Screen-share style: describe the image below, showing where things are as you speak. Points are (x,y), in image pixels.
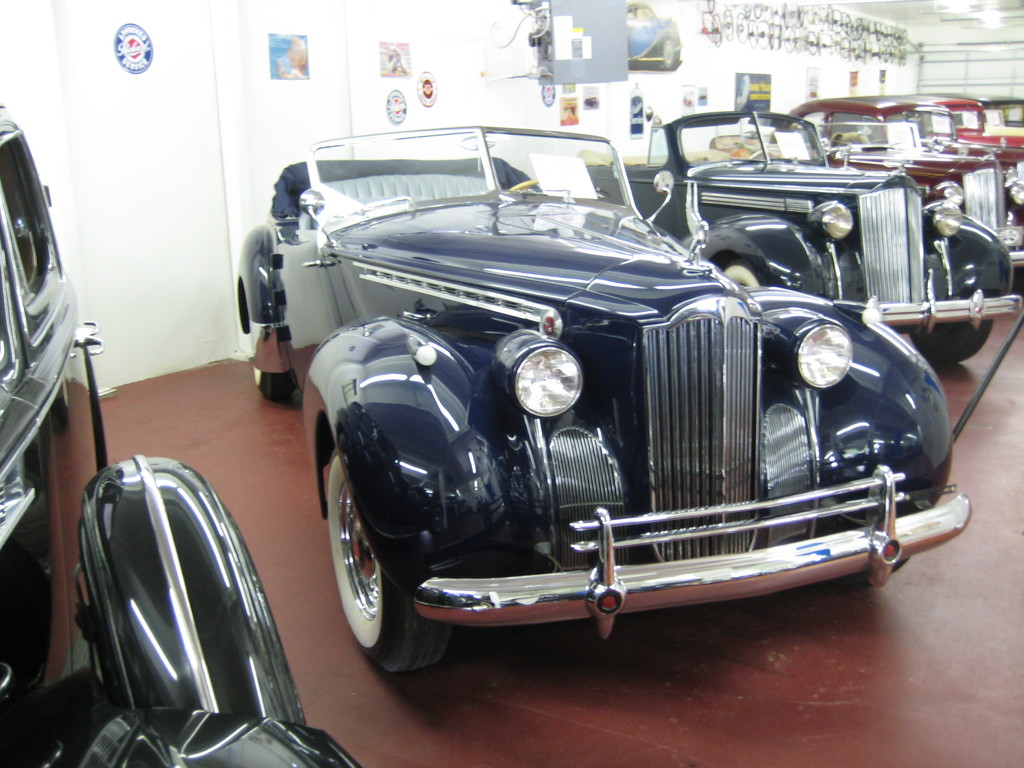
In this image we can see motor vehicles (776,378) on the floor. In the background (304,44) there are many papers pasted on the wall (55,194).
